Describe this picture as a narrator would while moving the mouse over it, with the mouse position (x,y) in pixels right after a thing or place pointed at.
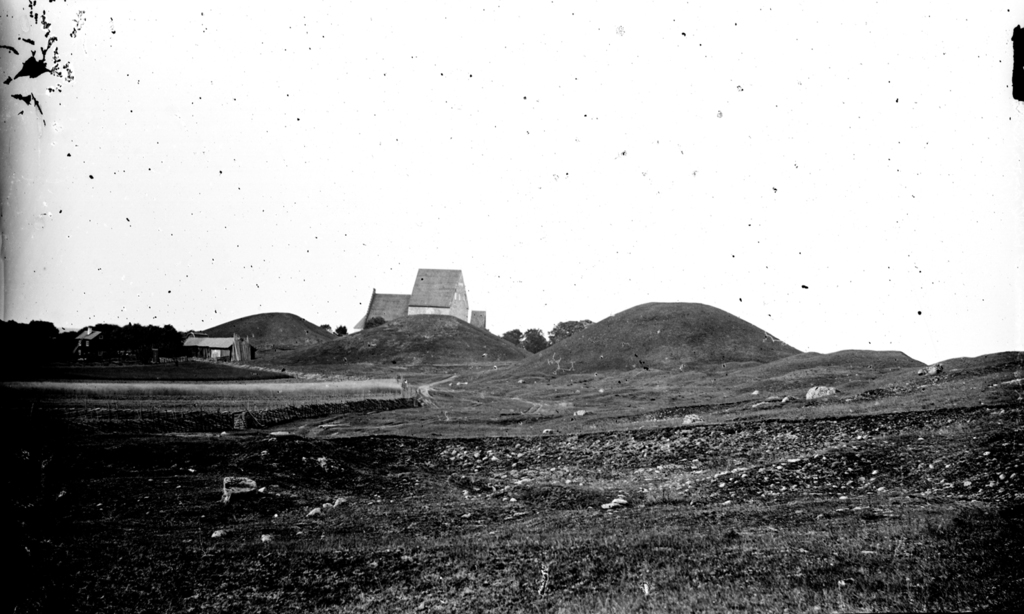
This is a black and white image. In this image we can see hills (329,342), trees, shelters (203,354) and other objects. At the top of the image (665,103) there is the sky (595,102). At the bottom of the image (533,552) there is the ground (492,572).
